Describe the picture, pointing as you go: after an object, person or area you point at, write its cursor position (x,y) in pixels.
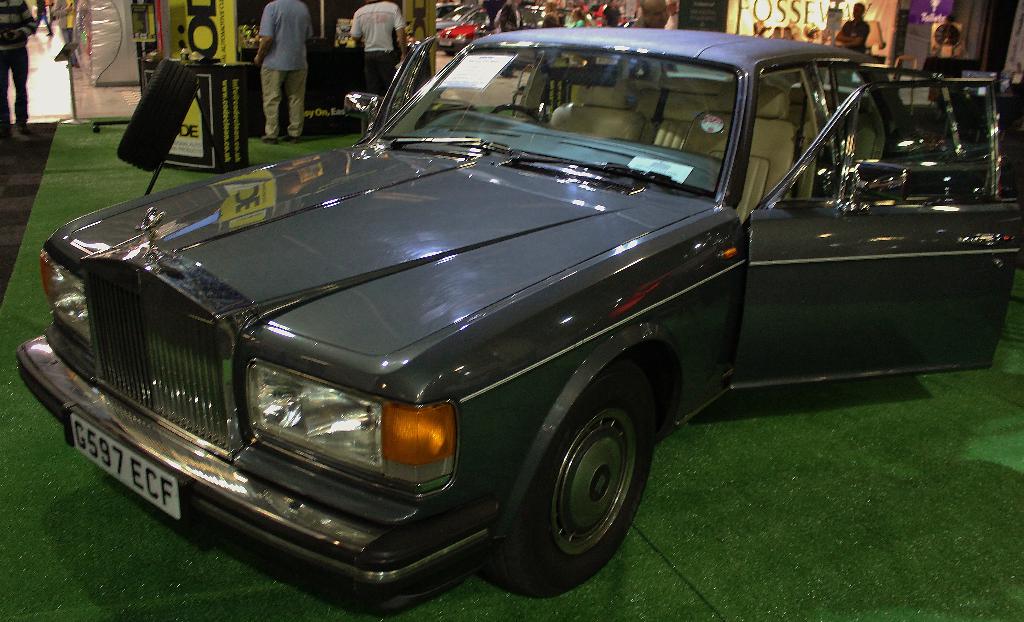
In this image in the foreground (354,404) there is a car (461,164). In the background (321,10) there are few shops (165,25). Few people (656,25) are standing in front of the shop (318,40). On the ground (762,433) there is green color carpet (34,499). There are boards (212,105), banners (235,70) over here.
